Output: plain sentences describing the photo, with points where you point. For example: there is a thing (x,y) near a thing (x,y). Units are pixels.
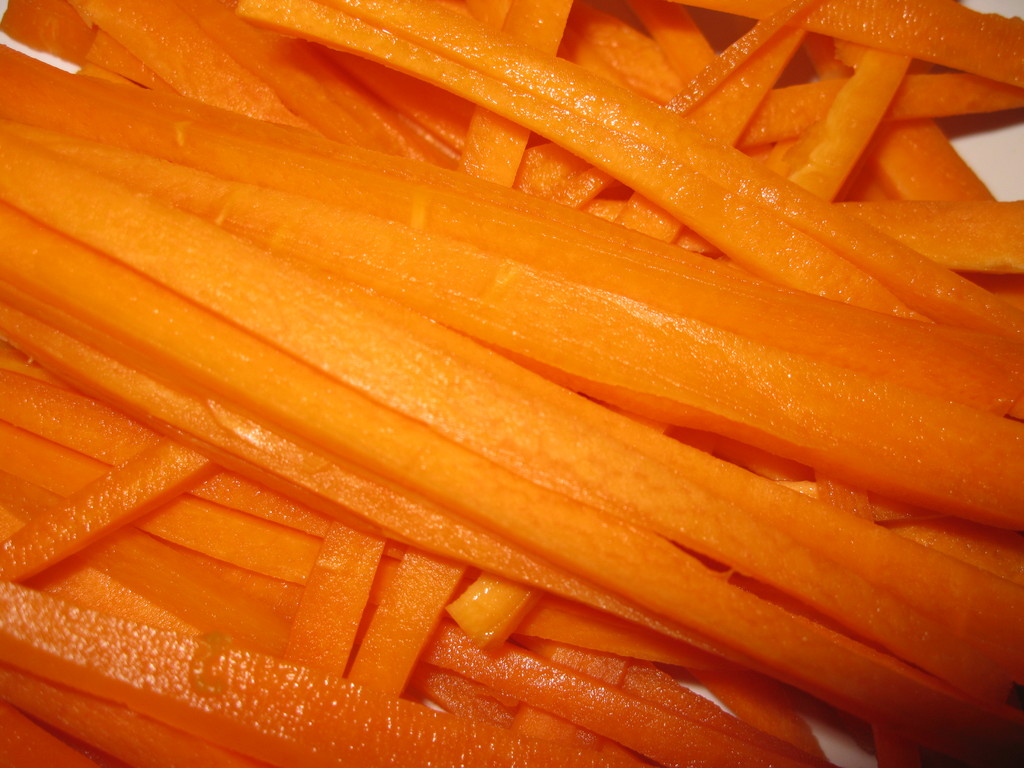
In this picture there are carrot slices (694,324). At the bottom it looks like a plate (961,138).
